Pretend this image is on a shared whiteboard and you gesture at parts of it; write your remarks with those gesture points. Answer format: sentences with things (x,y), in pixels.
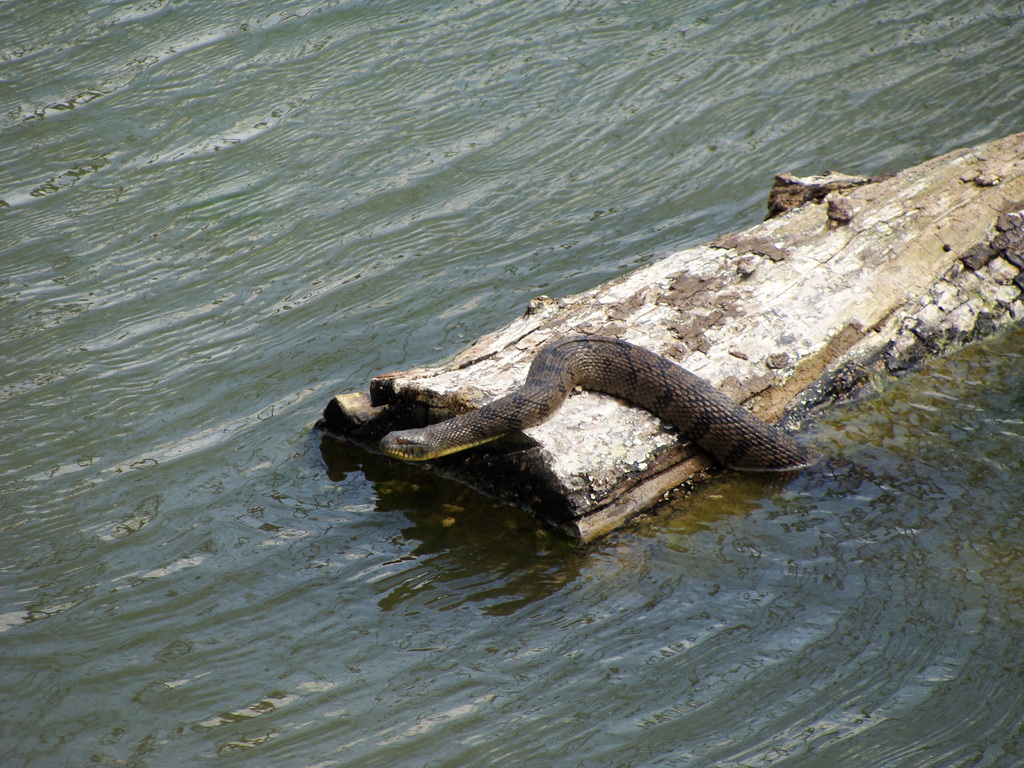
In the image there is a wooden log (659,293), around the log (515,431) there is a lot of water (713,621) and on the log (450,392) there is a snake (787,442).
